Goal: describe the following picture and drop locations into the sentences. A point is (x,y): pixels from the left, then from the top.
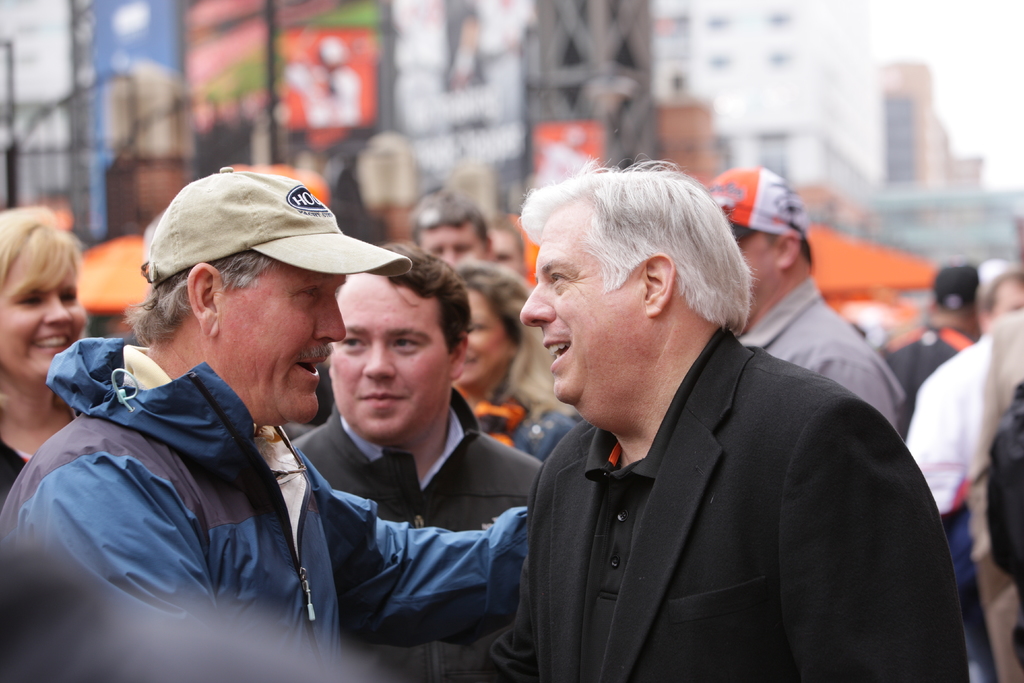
There are two persons (582,499) holding each other and talking and there are few other persons (733,193) and buildings (631,34) beside them.
